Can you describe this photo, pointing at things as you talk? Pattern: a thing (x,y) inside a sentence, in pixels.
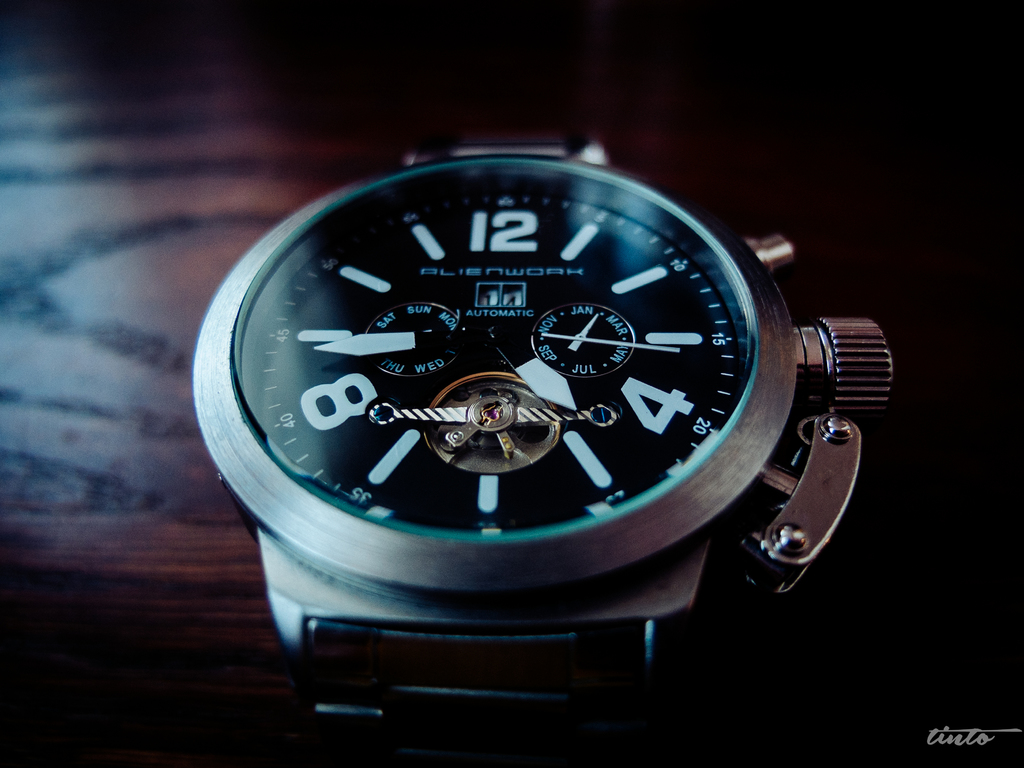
In this picture we can see a close view of the hand watch (708,462), Placed on the wooden table top (232,557).
